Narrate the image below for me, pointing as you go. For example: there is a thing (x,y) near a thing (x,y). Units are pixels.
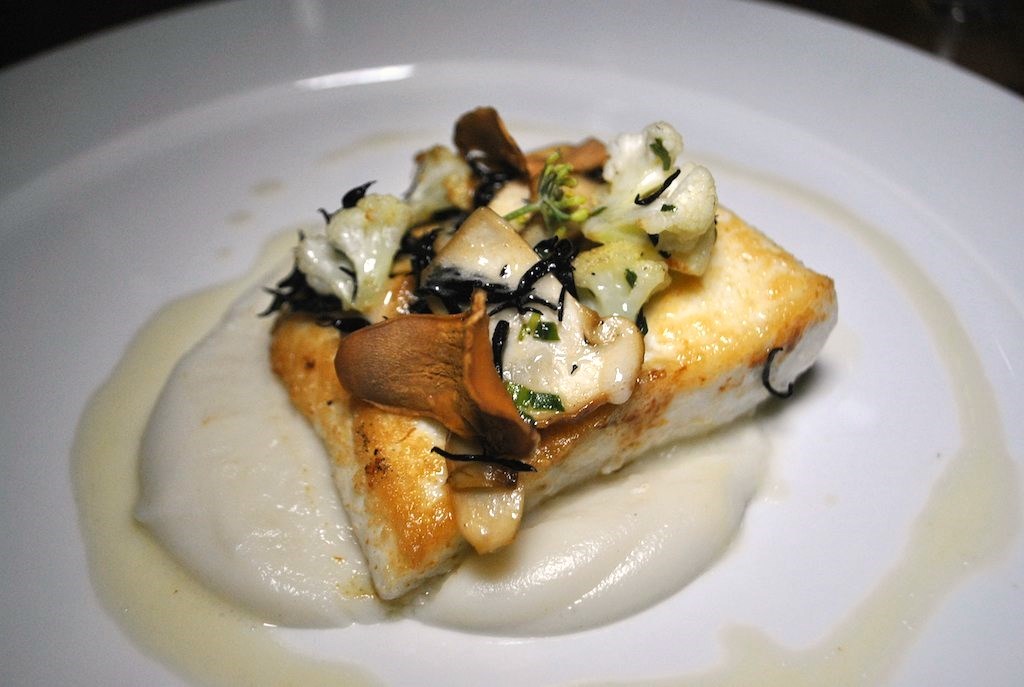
In this picture there is a food item (524,281), served in a plate (356,174).
